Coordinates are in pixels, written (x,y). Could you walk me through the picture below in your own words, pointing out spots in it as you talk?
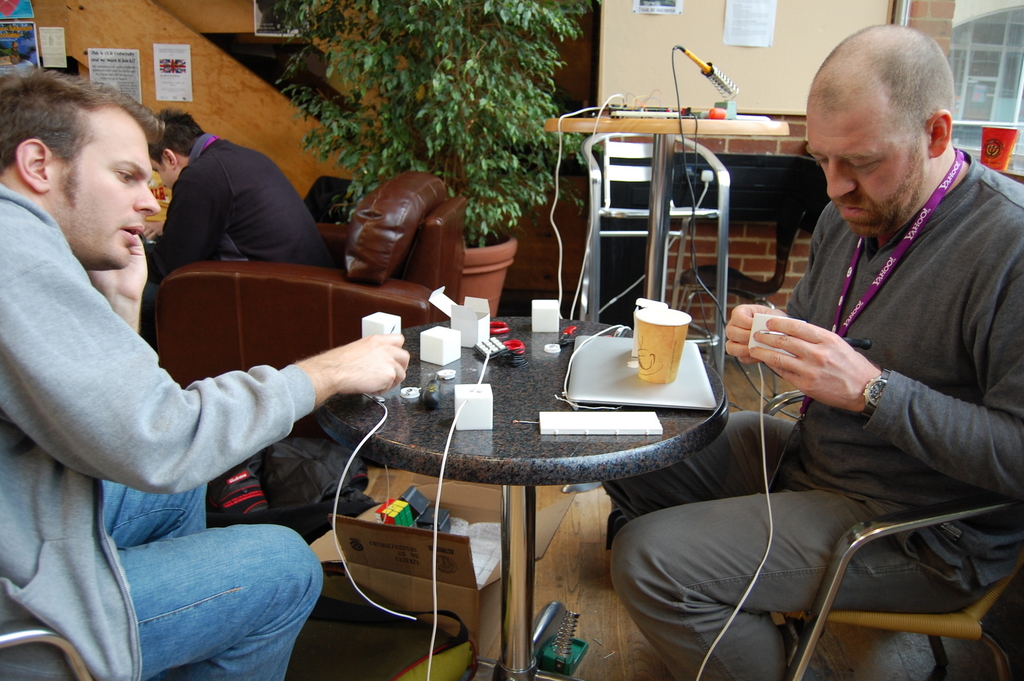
There are three persons (815,496) sitting on the chairs (287,278). There is a small table (513,415) with a laptop (637,391), tumbler (676,319) and some objects (488,413) placed on it. At the background (499,214) I can see a flower pot (472,274) with a plant (479,125) in it. These are the posters (139,72) attached to the wall (171,23).
